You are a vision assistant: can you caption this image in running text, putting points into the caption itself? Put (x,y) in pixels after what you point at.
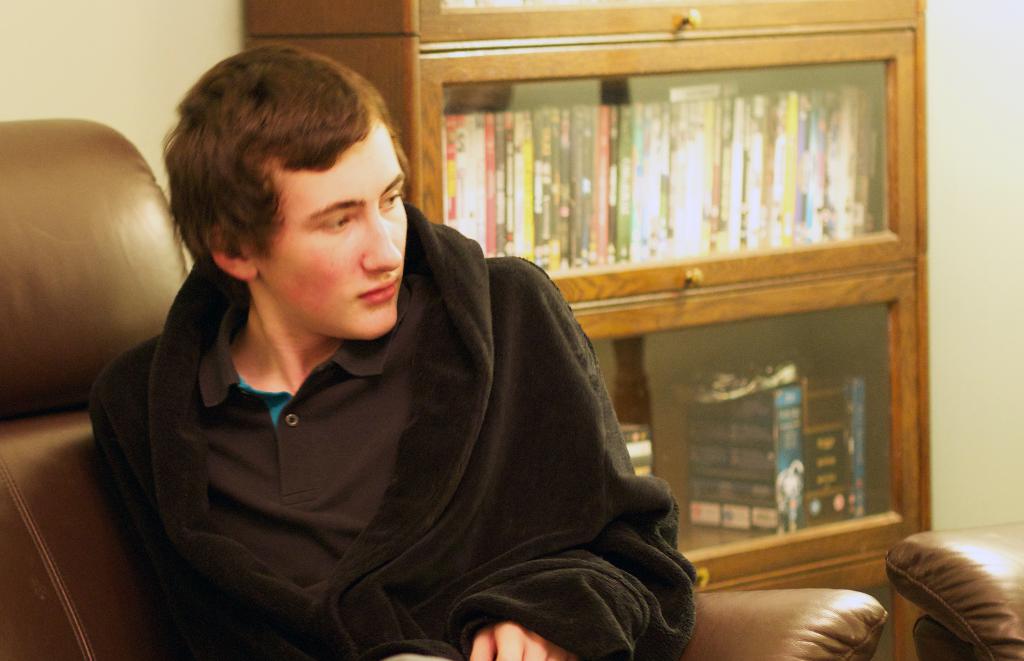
In the front of the image (348,360) a person (431,576) is sitting on a couch (112,604). In the background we can see rack (864,326) and wall (972,320). Rack (818,366) is filled with books (705,465).
